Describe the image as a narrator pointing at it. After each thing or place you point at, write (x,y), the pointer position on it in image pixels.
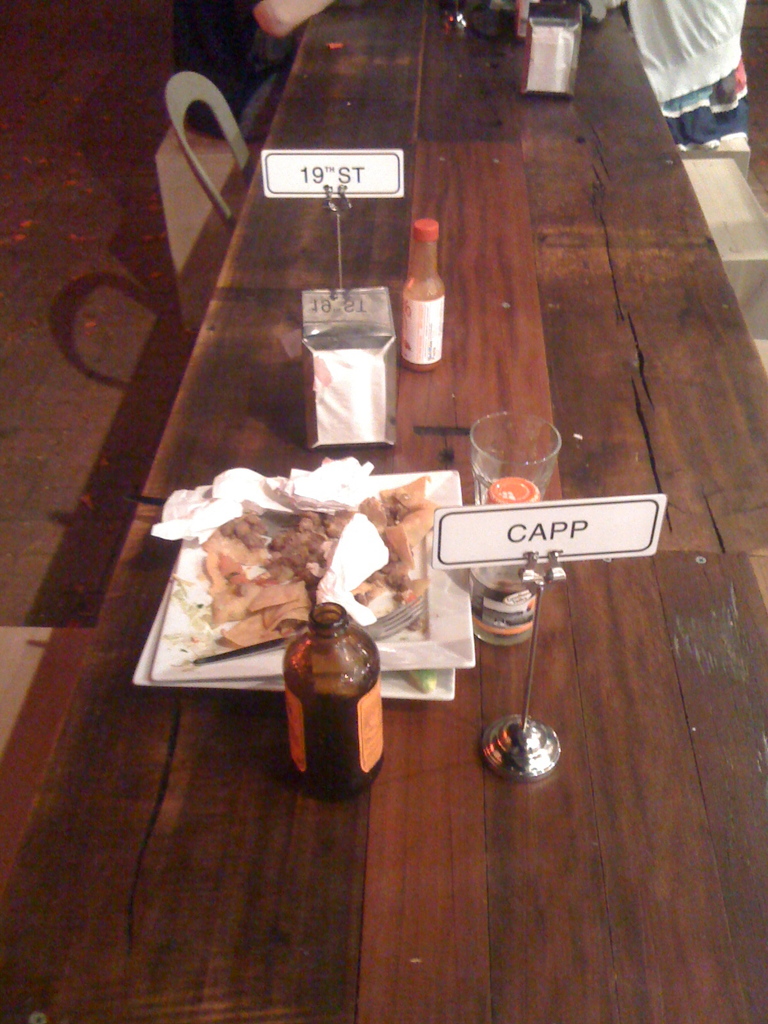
This picture seems to be clicked inside. In the center (470,343) we can see a wooden table (426,82) on the top of which bottles (354,695), platters (354,558) of food items (400,547), glass (541,483) of water (521,467) and some other items (547,526) are placed and we can see the seats (213,184). In the background (683,35) we can see the two persons (226,68) sitting on the seats (184,148).
